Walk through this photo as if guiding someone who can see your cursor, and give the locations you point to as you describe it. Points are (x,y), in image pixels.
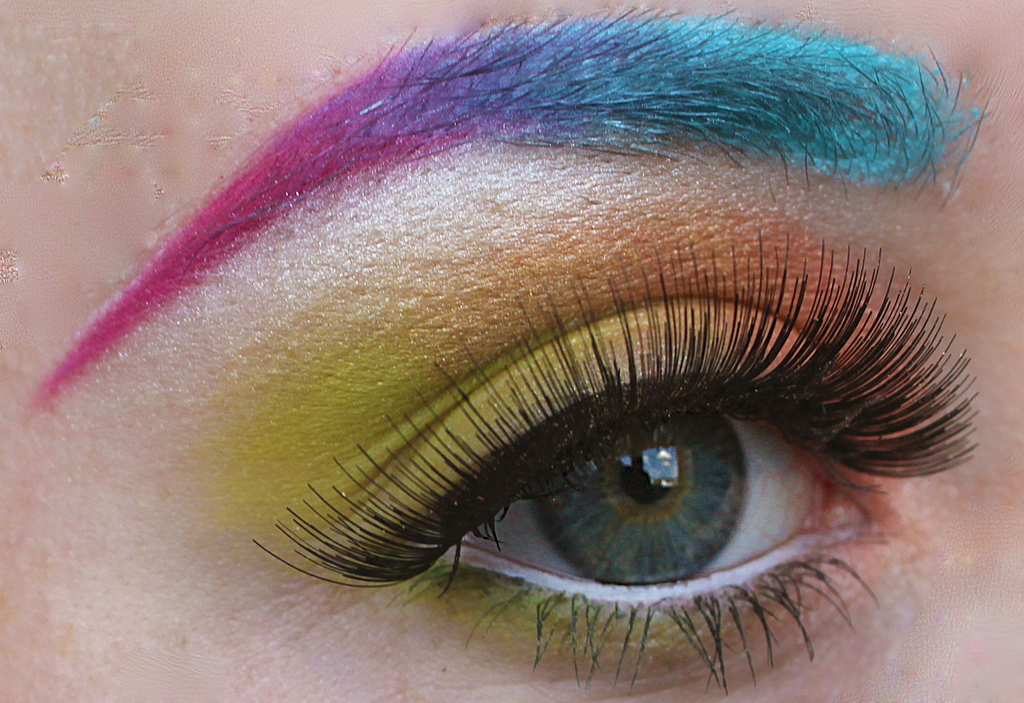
This picture shows a human eye (426,341) with color painting (519,334) to it and we see color to the eyebrow (460,47) and color to the upper lid (745,284) of the eye (944,379).
